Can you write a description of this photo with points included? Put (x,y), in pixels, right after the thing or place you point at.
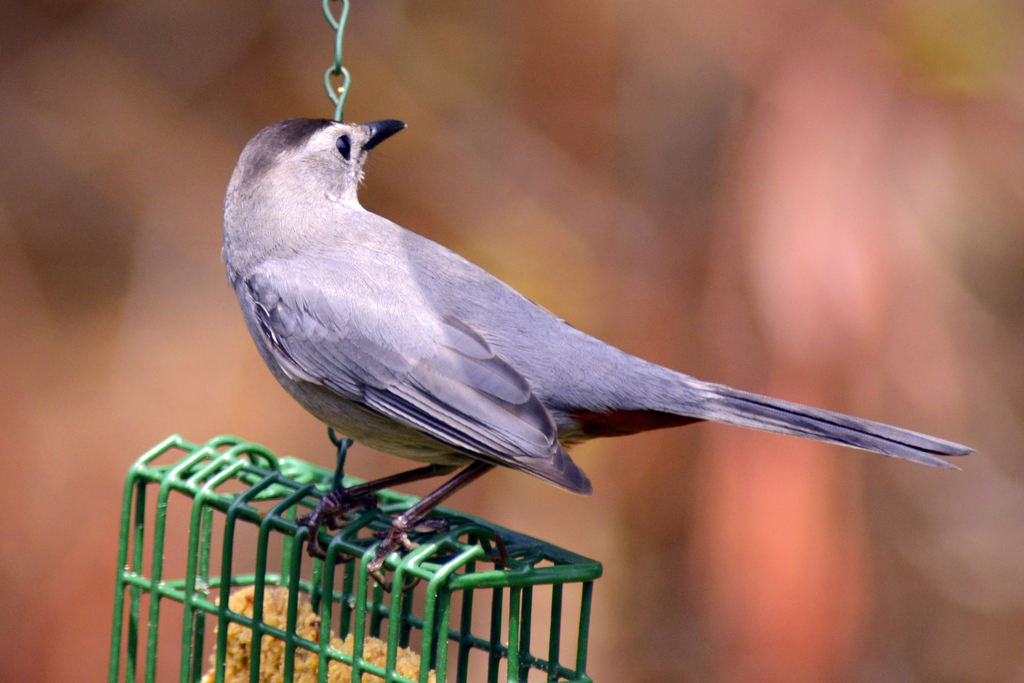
In this picture there is a bird (567,462) in the center of the image (568,417), on a cage (264,515).
